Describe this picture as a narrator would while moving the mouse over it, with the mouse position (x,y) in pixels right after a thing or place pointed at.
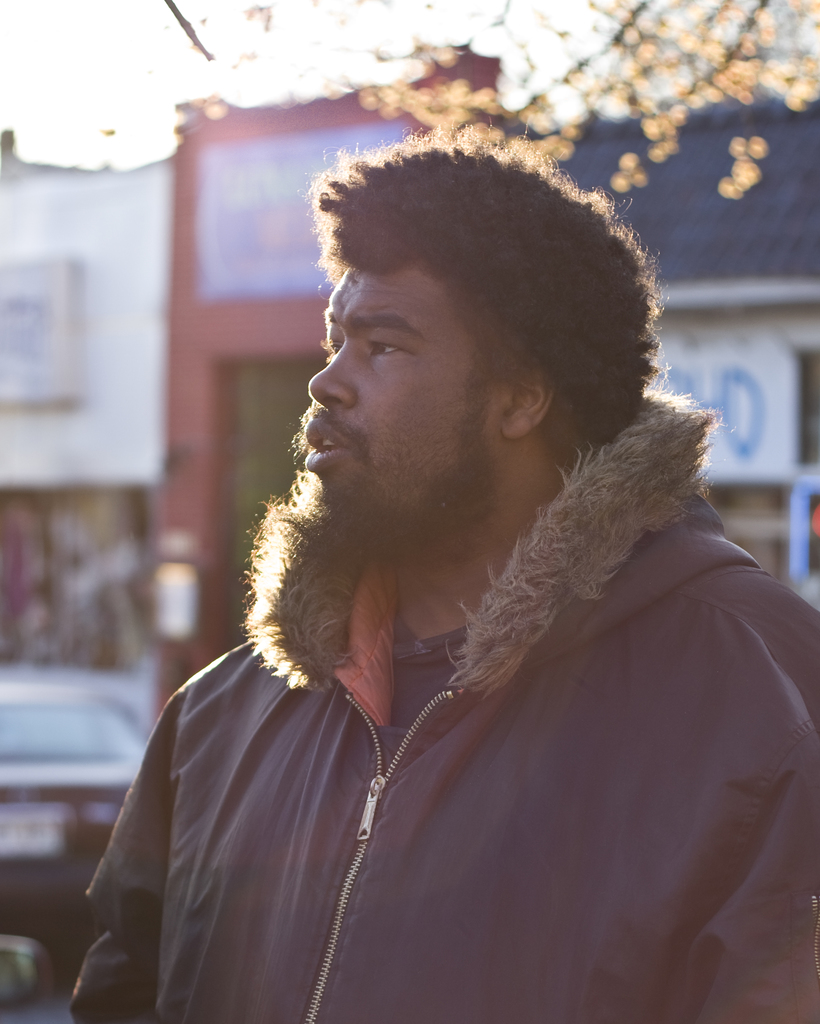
In the center of the image (451,662) we can see a man (445,653) standing. He is wearing a jacket (357,726). In the background (105,277) there are buildings (793,209) and we can see a tree (617,62).
